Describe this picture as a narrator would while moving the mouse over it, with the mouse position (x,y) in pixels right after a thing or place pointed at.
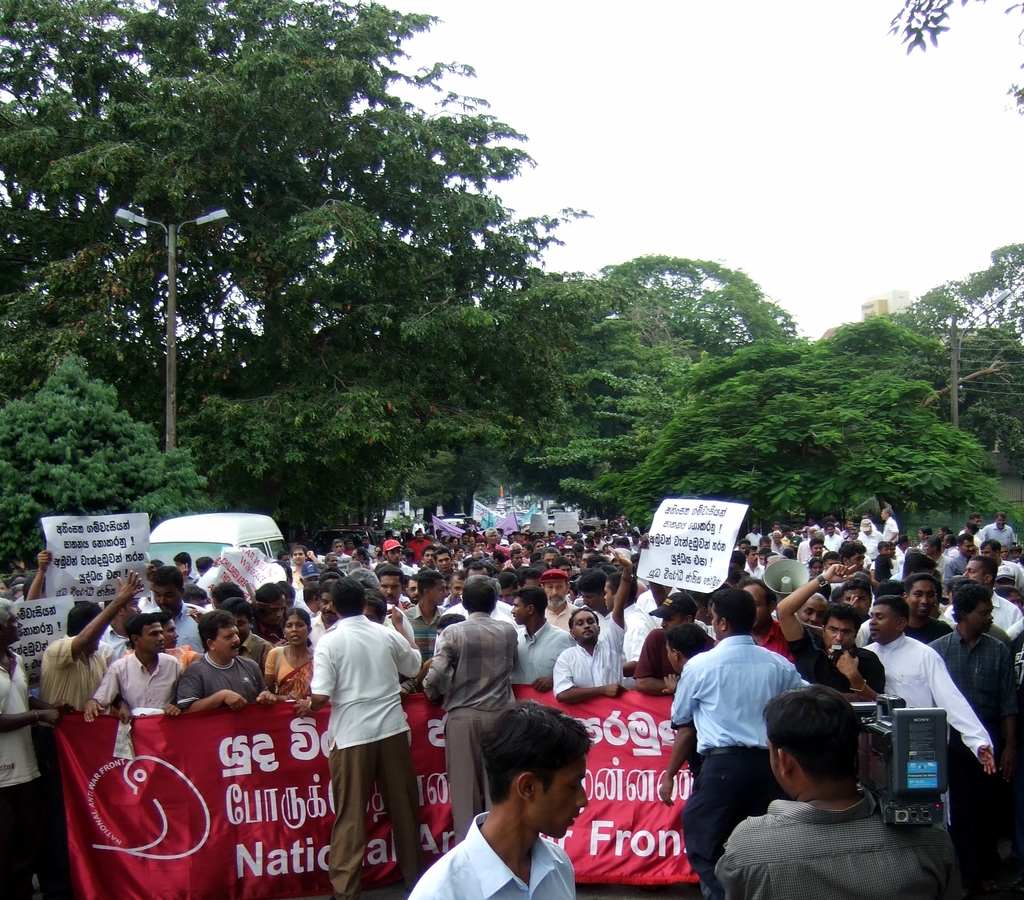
In the foreground of the picture (409,577) there are people (662,590) holding placards (698,575) and banner (597,721). On the right (861,821) there is a person (806,848) holding camera (895,718). On the left (254,529) there is a vehicle (235,531). In the background (234,420) there are trees (256,335) and street light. Sky (673,163) is cloudy.
